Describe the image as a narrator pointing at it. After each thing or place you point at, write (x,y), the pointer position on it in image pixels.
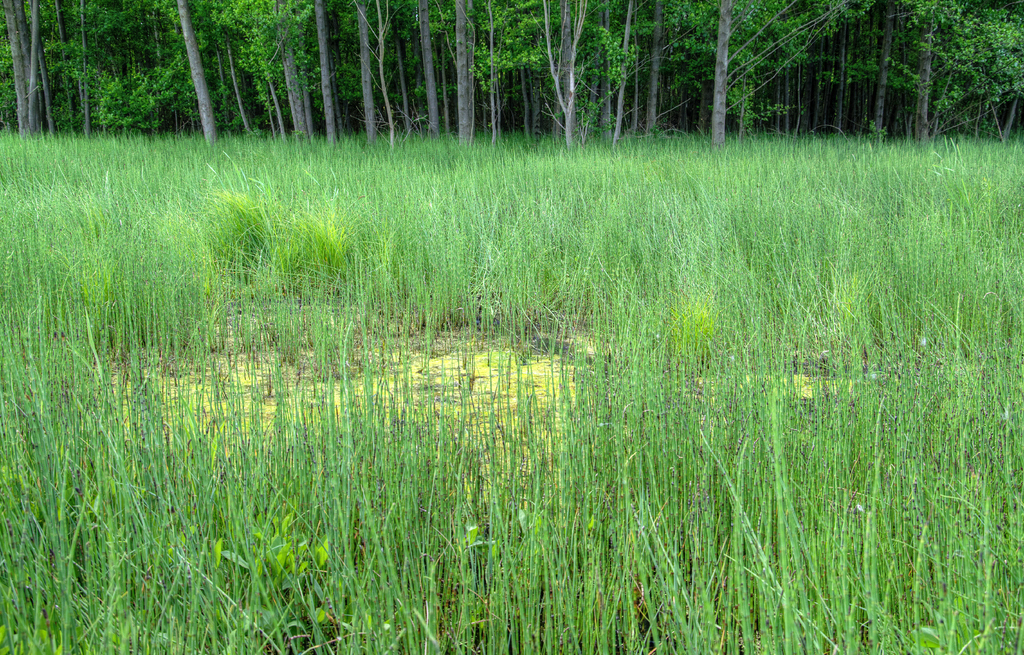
In this image we can see a marsh (591,221). At the top of the image (357,41) there are trees (364,66).
